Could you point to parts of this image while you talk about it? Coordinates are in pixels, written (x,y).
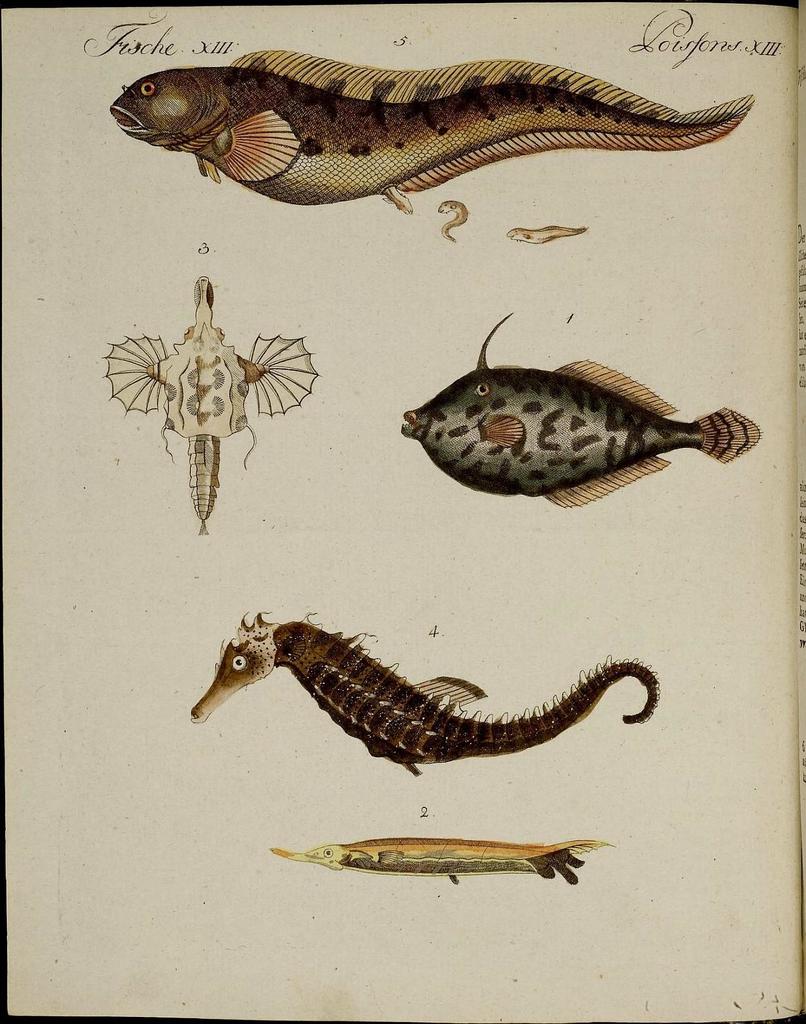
This is a page (596,129) and in this page (638,631) we can see fishes (324,159) and some text (223,46).
